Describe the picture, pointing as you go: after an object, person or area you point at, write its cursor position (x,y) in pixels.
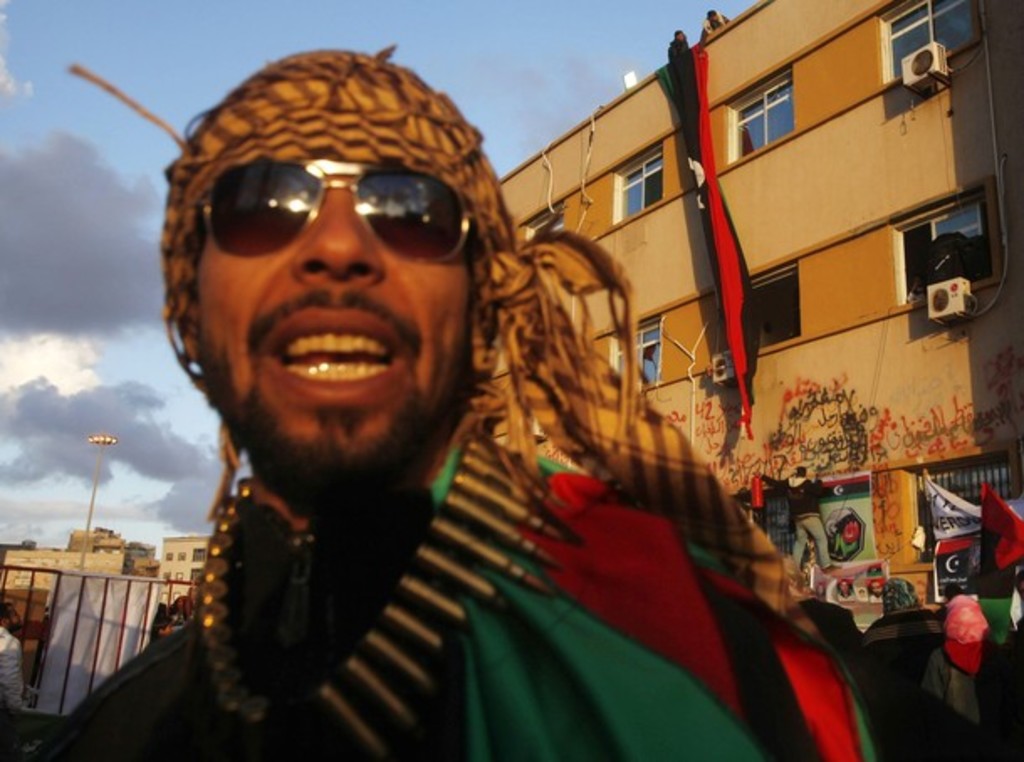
In the front of the image (406,425) I can see a person (384,607) wore goggles (398,241). In the background of the image (965,381) there are buildings (727,102), light pole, banners (93,648), grille (115,591), people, cloudy sky (175,437) and objects (1010,572).
